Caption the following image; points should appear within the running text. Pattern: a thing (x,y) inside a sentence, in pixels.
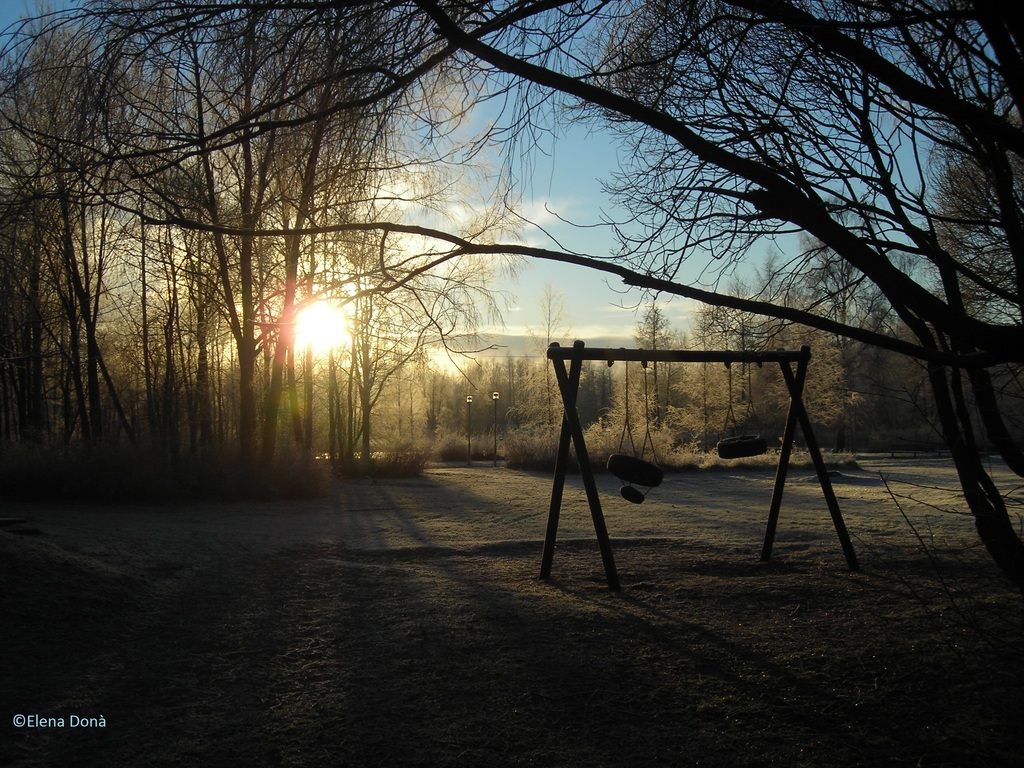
In this image there is a ground (433,606) in bottom of this image (481,604) and there is a iron rod (565,399) as we can see in middle of this image (553,508), and there are some trees (696,451) in the background (810,374) and there is a sky (541,217) on the top of this image (511,190).
